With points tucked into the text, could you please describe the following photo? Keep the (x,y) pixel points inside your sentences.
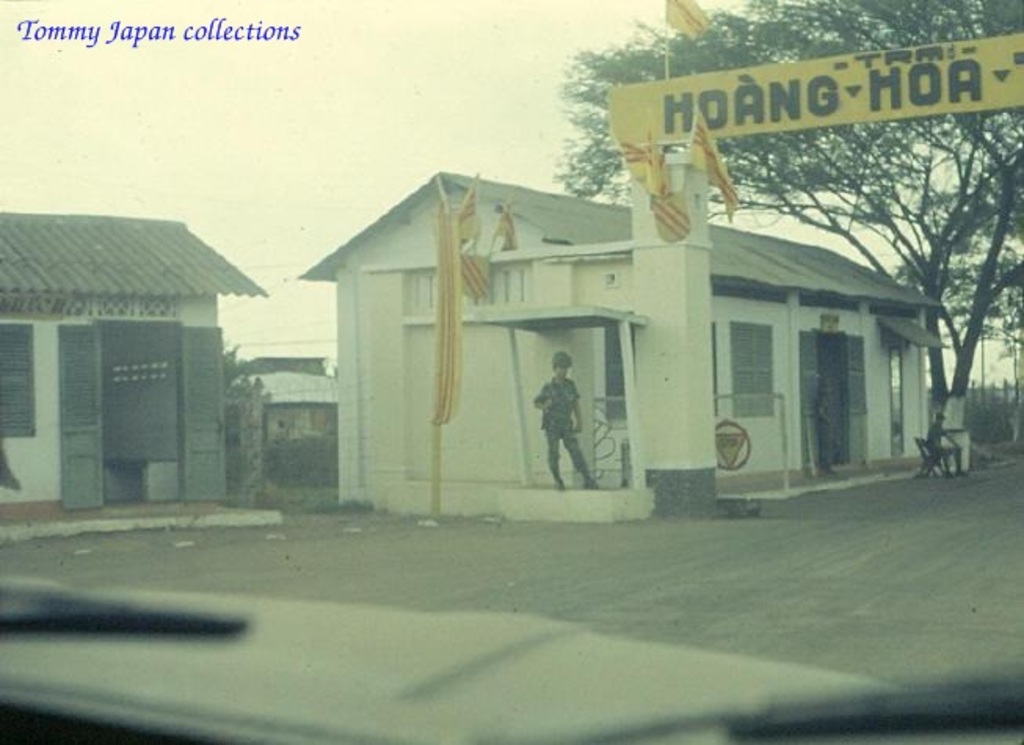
This image is taken in a car (408,689). At the bottom of the image (159,685) there is a car (397,681). Through the windshield (275,448) we can see there are a few houses (533,387) with walls (46,381), windows (10,392), doors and roofs (107,277). There are a few flags (657,189). There is a board (818,78) with a text (852,97) on it. On the right side of the image (826,132) there is a tree (1008,146) and a man (934,434) is sitting on the chair (926,452).
